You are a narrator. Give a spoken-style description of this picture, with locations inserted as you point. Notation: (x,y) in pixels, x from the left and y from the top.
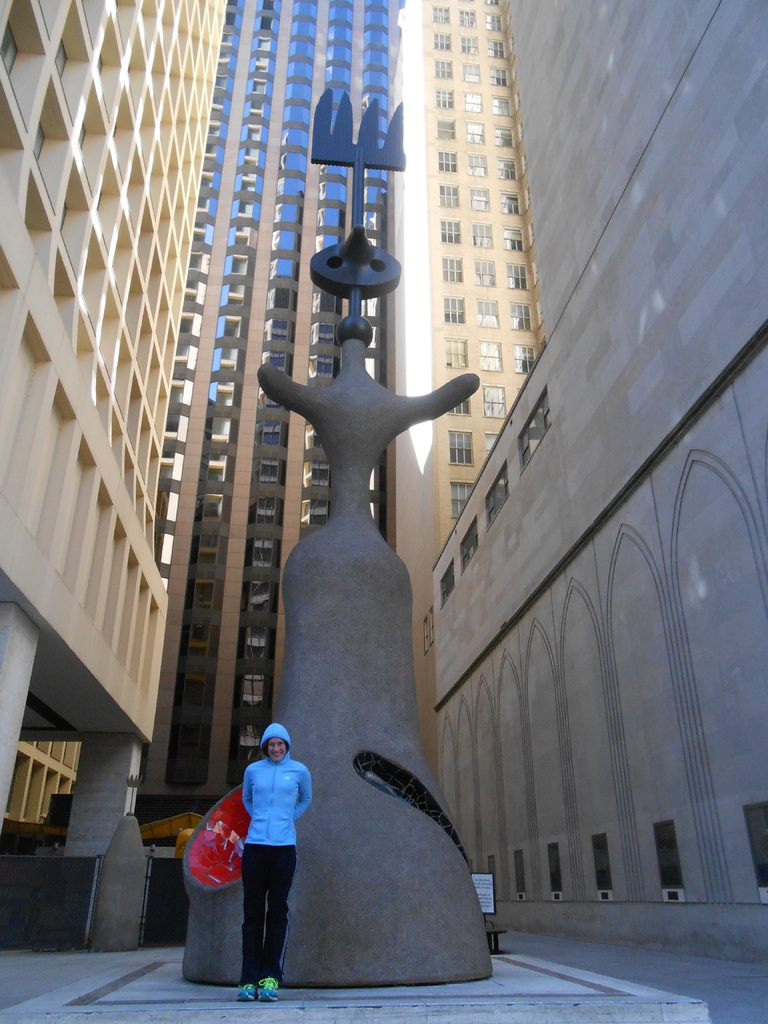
This is the picture of a place where we have a person (277,785) standing in front of the statue (218,933) and around there are some buildings (44,735).
